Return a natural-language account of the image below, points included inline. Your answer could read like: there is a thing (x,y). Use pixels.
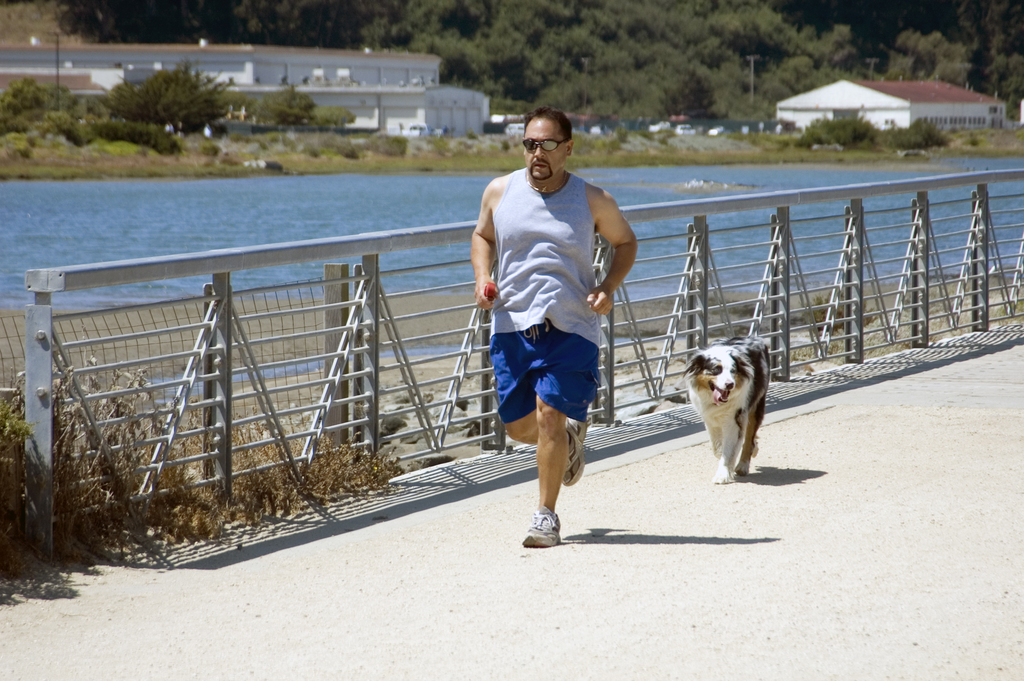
In the image there is a man (591,361) running on the ground (679,407) and behind the man (544,434) there is a dog (713,379), on the left side (326,254) there is a railing (750,248), behind the railing (898,193) there is a water surface (235,211). In the background (330,98) there are trees (497,101) and houses (326,90).
